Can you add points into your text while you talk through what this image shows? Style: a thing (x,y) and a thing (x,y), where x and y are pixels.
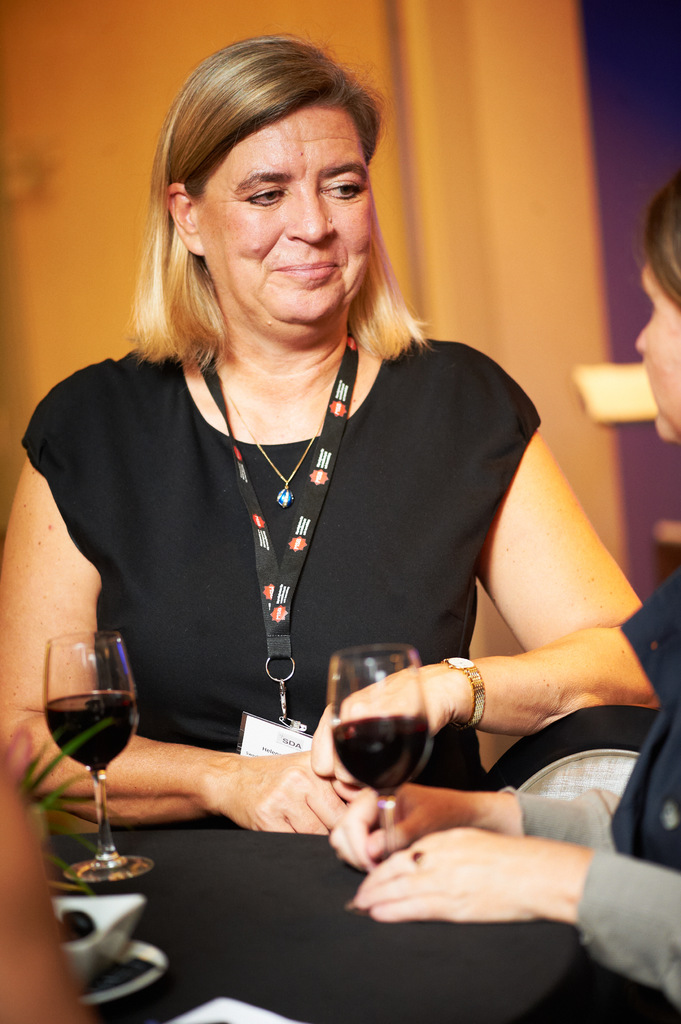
In the middle of this image (229,589), there is a woman (113,362) in a black color dress (148,480), wearing a badge (216,388), smiling in front of a table (224,848), on which there are two glasses (372,712) filled with drink (367,735) and other objects (219,1015). On the right side (675,936), there is another woman (670,440). And the background (530,51) is blurred.
